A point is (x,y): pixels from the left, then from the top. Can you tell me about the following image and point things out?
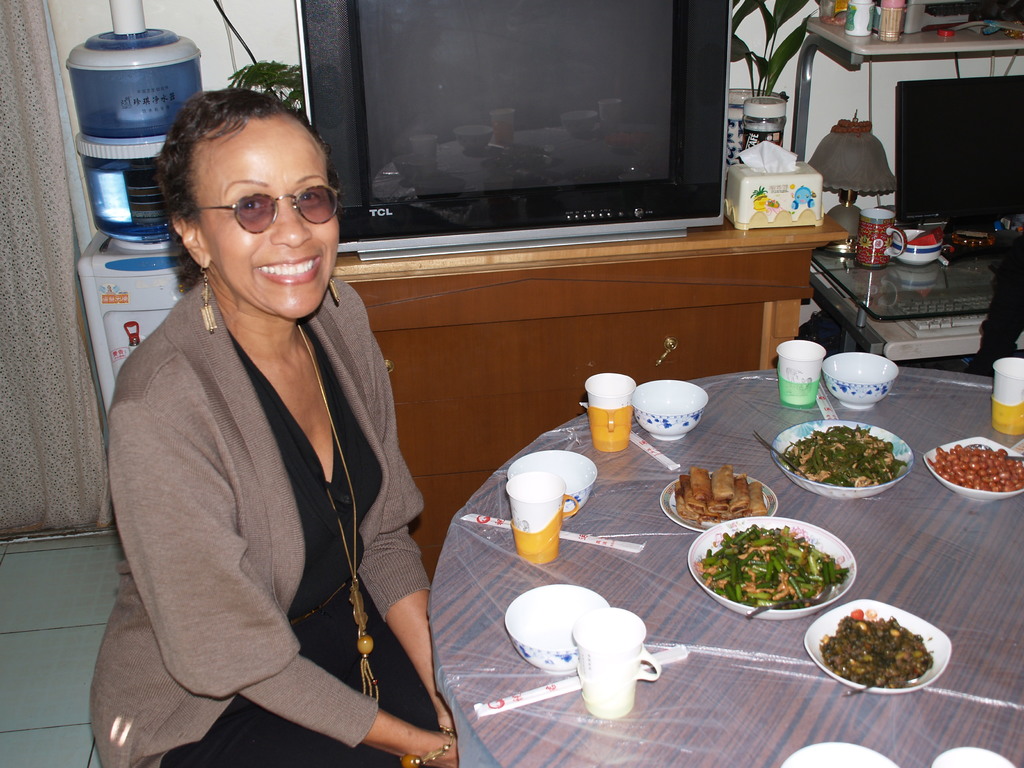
There is a lady (222,489) wearing specs (242,221), earrings (204,298), chain (351,586) and bracelet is sitting. In front of her there is a table (691,683). On the table (707,675) there are cups (623,443), bowls (697,418), plates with food item (789,542). In the back (596,307) there is a table (543,296). On that there is a television (488,125), tissue holder (768,182), bottle (770,98), plants (738,45). Near to that there is a water purifier (109,236). Also there is a curtain (56,305). On the right side (926,281) there is a table (924,304) with computer (940,217), keyboard (962,323), table lamp (862,178) and many other items (862,12).
